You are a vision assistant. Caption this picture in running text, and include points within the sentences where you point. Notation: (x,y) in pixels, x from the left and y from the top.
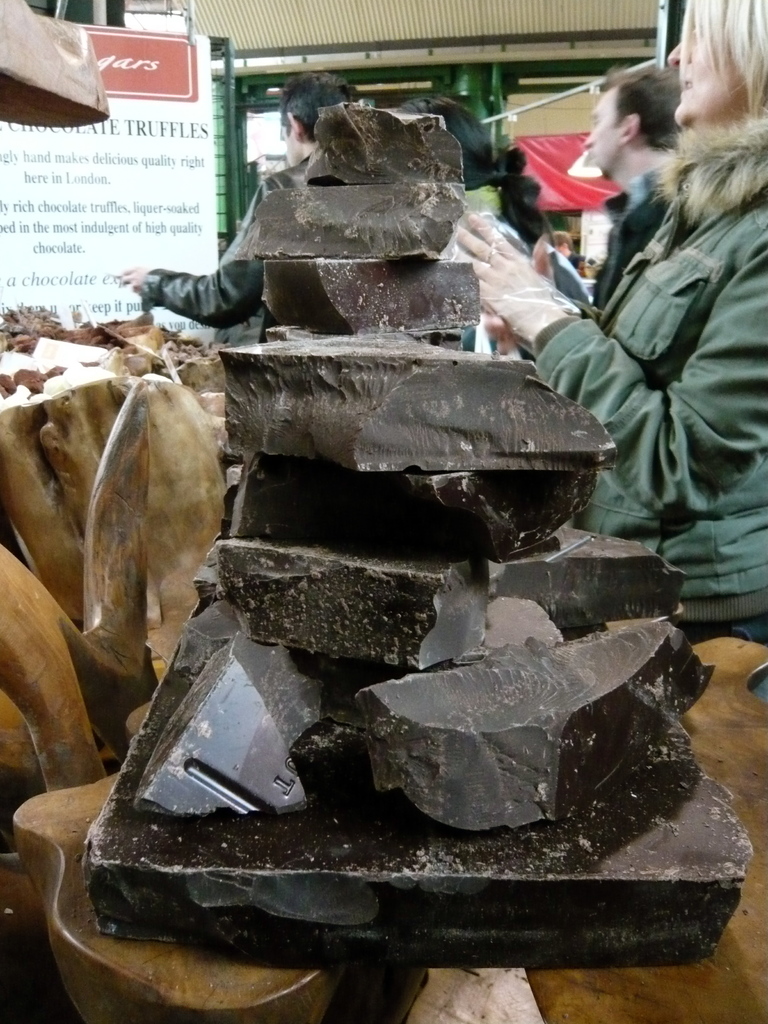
In this image we can see chocolate bars (206,754) placed on the table (79,836). In the background (678,412) we can see group of people (652,395) standing. One women (687,330) is wearing a green coat (703,284), a building (352,41), windows (225,112) and a hoarding (159,97).
